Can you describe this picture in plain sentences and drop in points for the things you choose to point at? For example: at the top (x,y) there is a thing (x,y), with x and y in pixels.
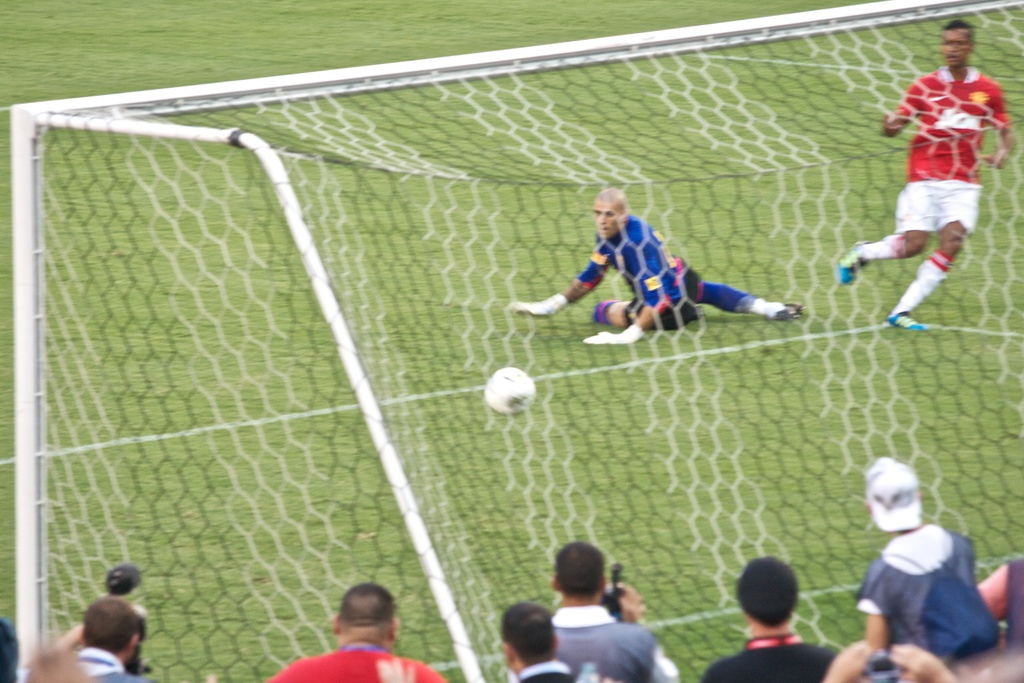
In this image two persons (904,227) are playing football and in front (109,614) people (392,643) are taking pictures.
